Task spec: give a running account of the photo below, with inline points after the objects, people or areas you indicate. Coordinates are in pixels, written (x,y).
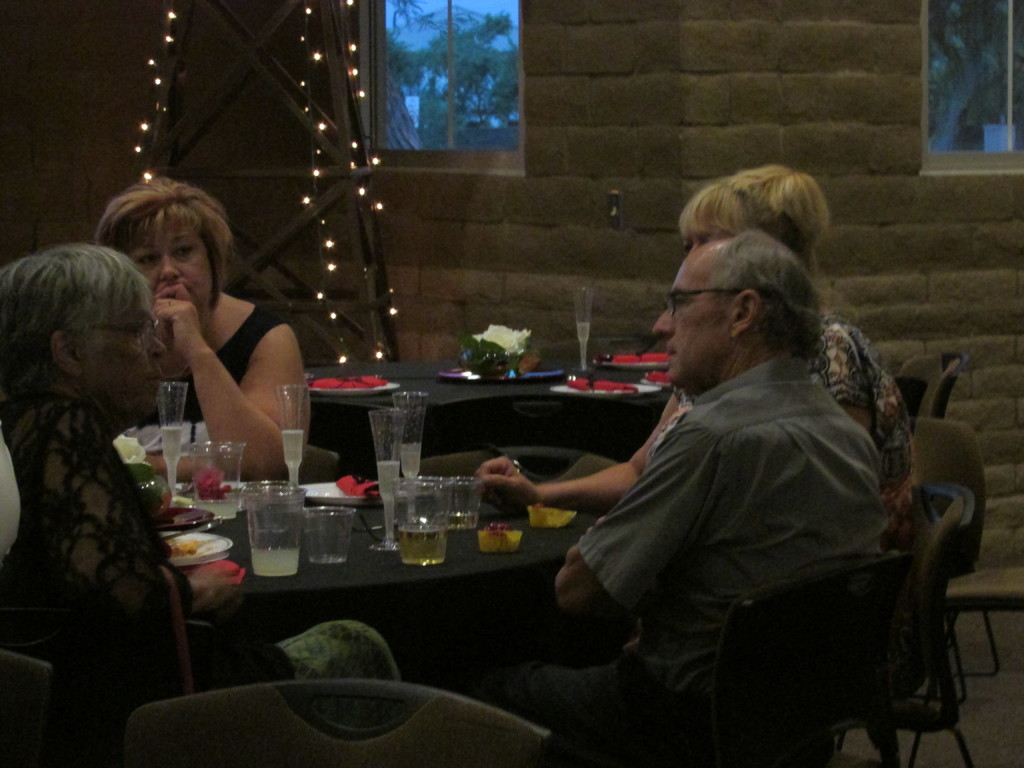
In this image, there are four people (514,676) sitting on the chair (110,630), in front of the table (443,583) on which wine glasses (407,557), bowl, plate (202,545), flower vase (134,451) and so on kept. The background wall (594,206) are of bricks (820,141). And middle and right, two windows (936,106) are visible. This image is taken inside a cafe shop (536,722).
